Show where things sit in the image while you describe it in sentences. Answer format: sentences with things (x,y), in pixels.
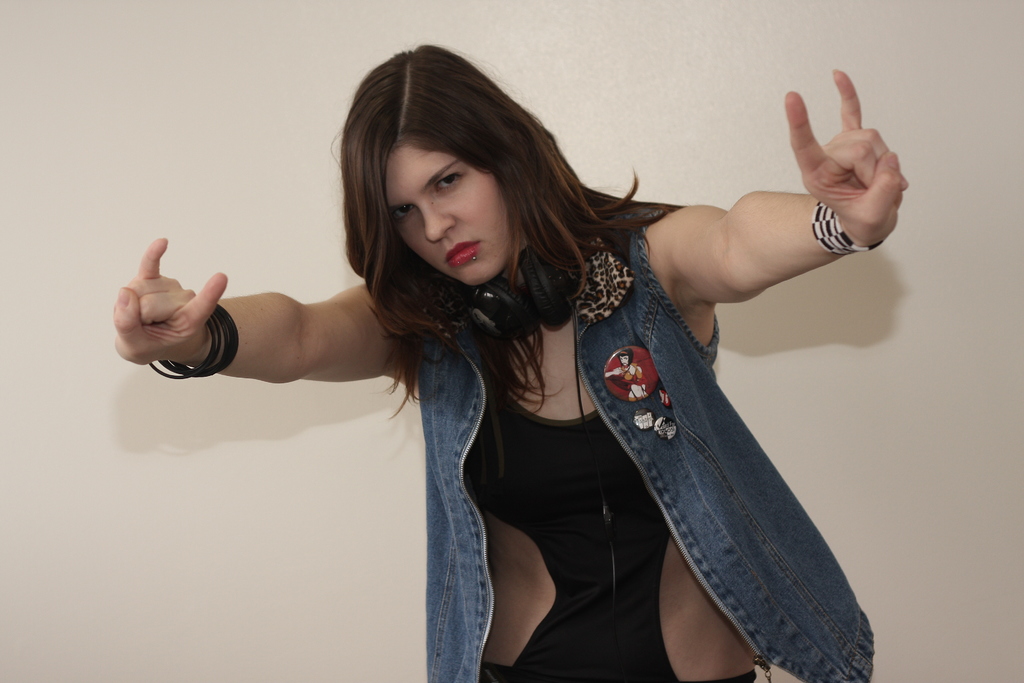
In this picture I can see a woman (546,434) is standing. The woman (543,480) is wearing a jacket (686,482), bangles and other objects (651,423). In the background (239,152) I can see a wall (207,187).
